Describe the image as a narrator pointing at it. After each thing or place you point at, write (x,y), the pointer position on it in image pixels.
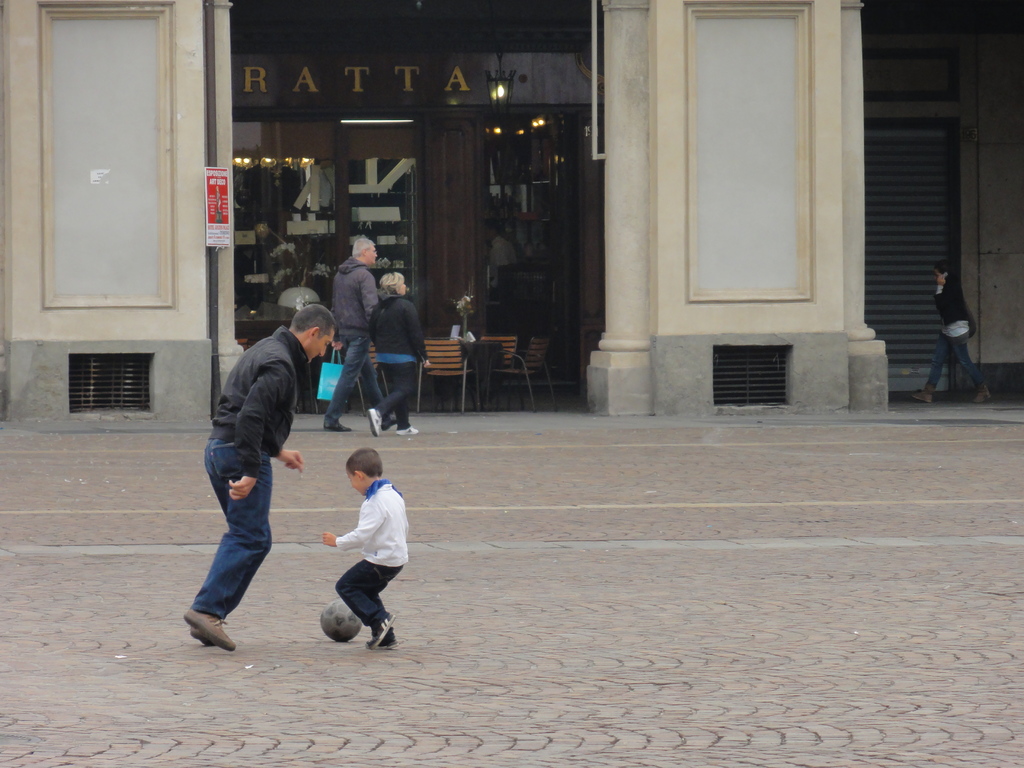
In the picture we can see a two people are walking, a man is holding a blue color bag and in the front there are a man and the boy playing the ball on the path (745,483), boy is wearing a white shirt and man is wearing a black shirt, background (834,320) we can see a shop (574,159) with chairs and tables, beside to it there is a pillar (851,314) which is white in color beside to it there is a woman (950,331) walking towards it.
